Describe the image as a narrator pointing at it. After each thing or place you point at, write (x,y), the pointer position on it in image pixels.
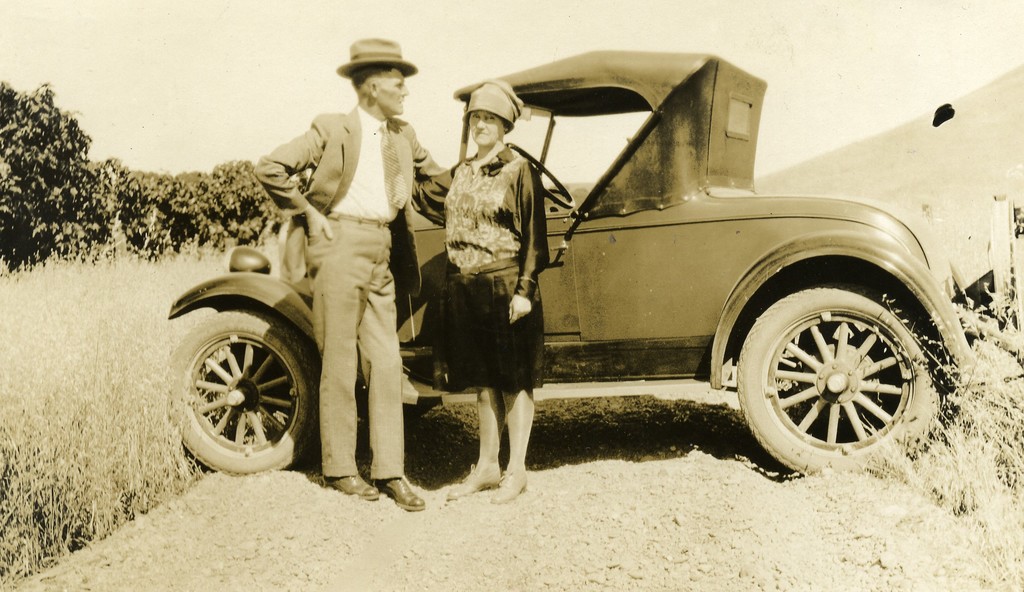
In this image in the center (651,295) there is one car (543,305) and beside the car (875,327) there are two persons (412,194) who are standing, and at the bottom (302,507) there is sand (606,510). On the right side (975,327) and left side (247,201) there are some plants (91,291) and trees (109,219).
